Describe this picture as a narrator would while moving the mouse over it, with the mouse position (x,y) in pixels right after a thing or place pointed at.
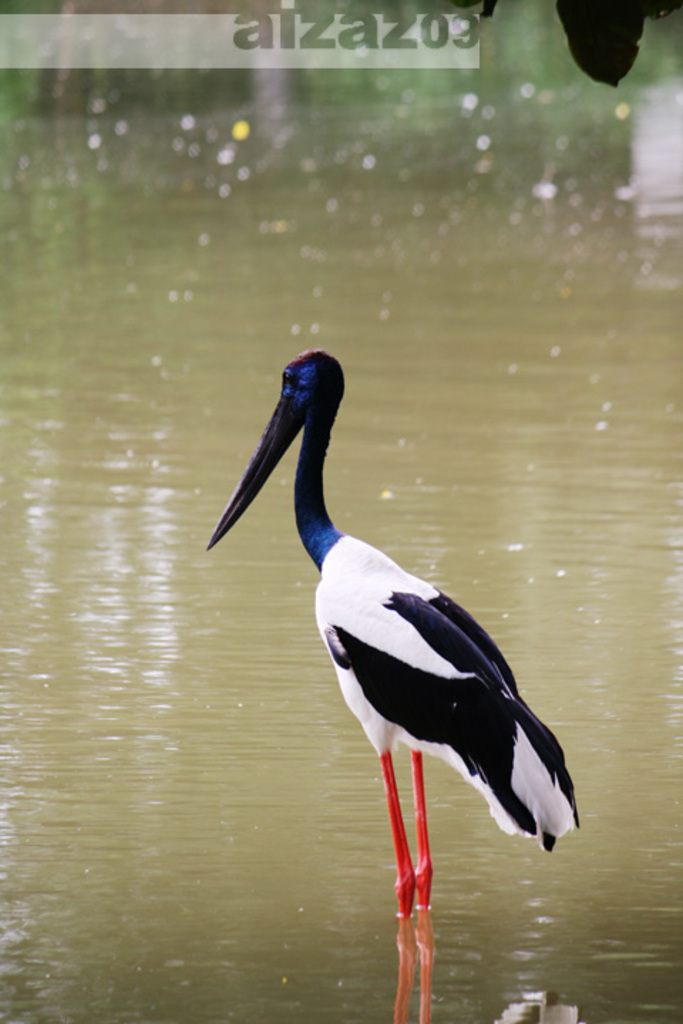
In this image there is a white stork bird (449,743) in the water (299,641), at the top of the image (403,29) there is some text (397,18).
